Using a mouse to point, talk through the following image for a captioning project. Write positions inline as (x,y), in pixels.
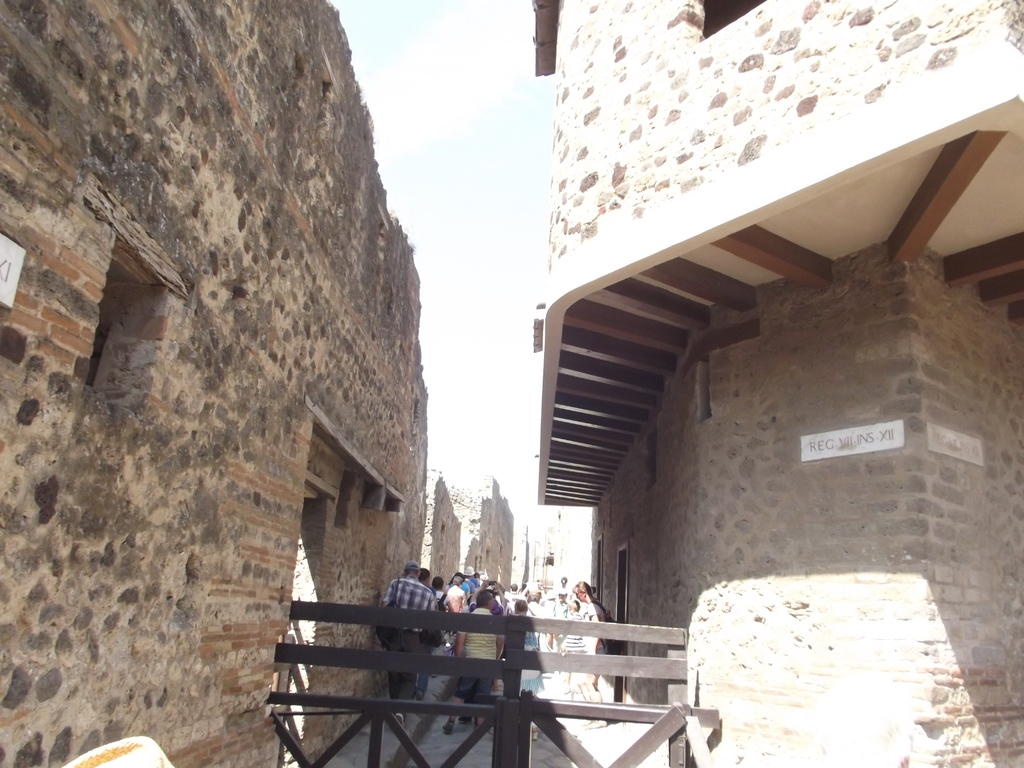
In this image few persons (485,656) are walking on the path (613,732) behind the fence (484,730). Background there are few buildings (99,432). A person (417,599) is wearing a shirt (411,591) is having a cap (410,572).
